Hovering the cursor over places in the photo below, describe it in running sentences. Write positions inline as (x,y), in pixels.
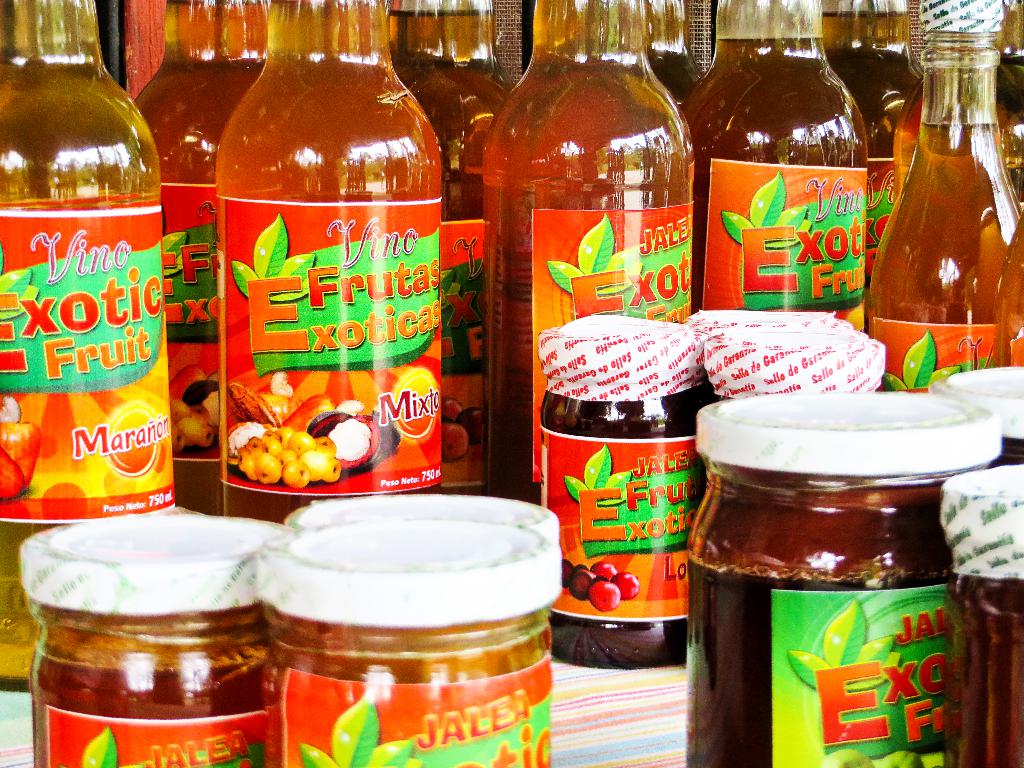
In this image we can see the fruit exotic bottles (195,312) and also the jars (659,578) placed on some cloth (624,691).
